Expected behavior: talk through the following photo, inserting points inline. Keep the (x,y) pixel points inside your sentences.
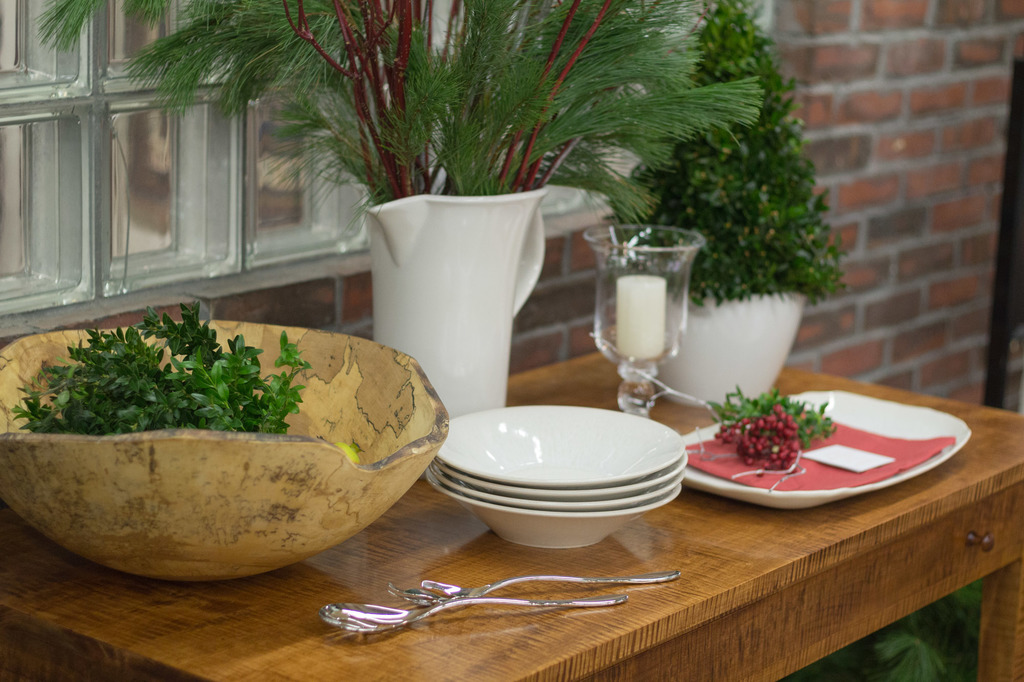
In the center (560,399) there is a table (519,381), on table (14,571) we can see bowl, flower vase (497,254), plant (691,197), plate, paper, glass (678,299), mug (485,260), spoon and fork (462,592). In the background (853,195) there is a wall (948,148) and window (46,178).
